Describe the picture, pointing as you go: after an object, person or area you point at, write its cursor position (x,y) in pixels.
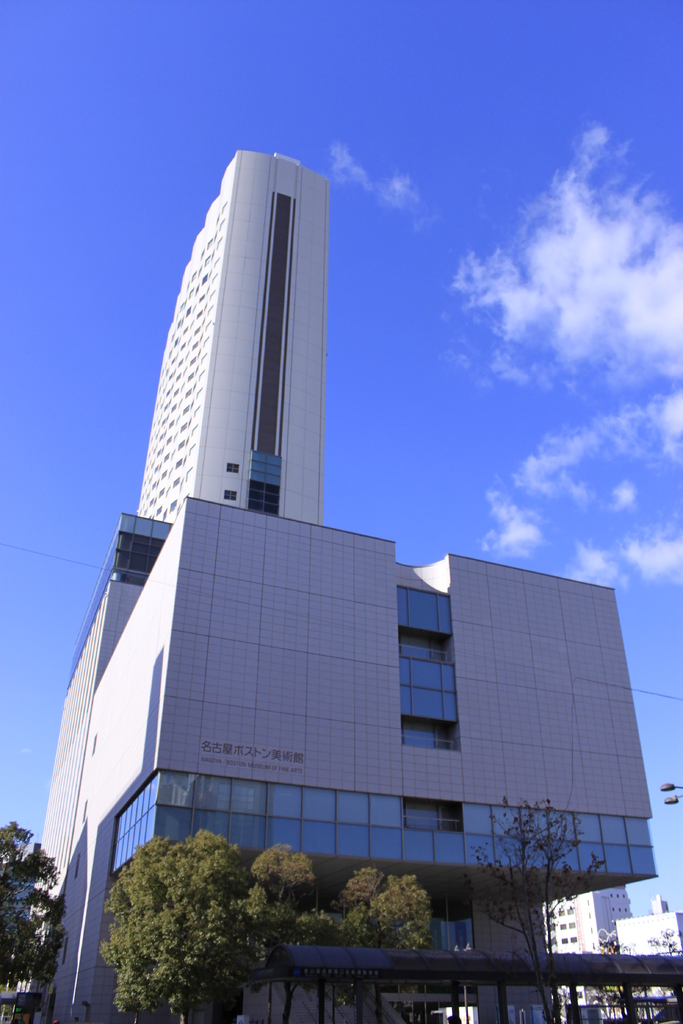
In this picture we observe a building (326,593) which has many glass windows (304,792) and in the background (204,274) we observe a white tower (194,398) and there are few trees (208,916) down the image.
